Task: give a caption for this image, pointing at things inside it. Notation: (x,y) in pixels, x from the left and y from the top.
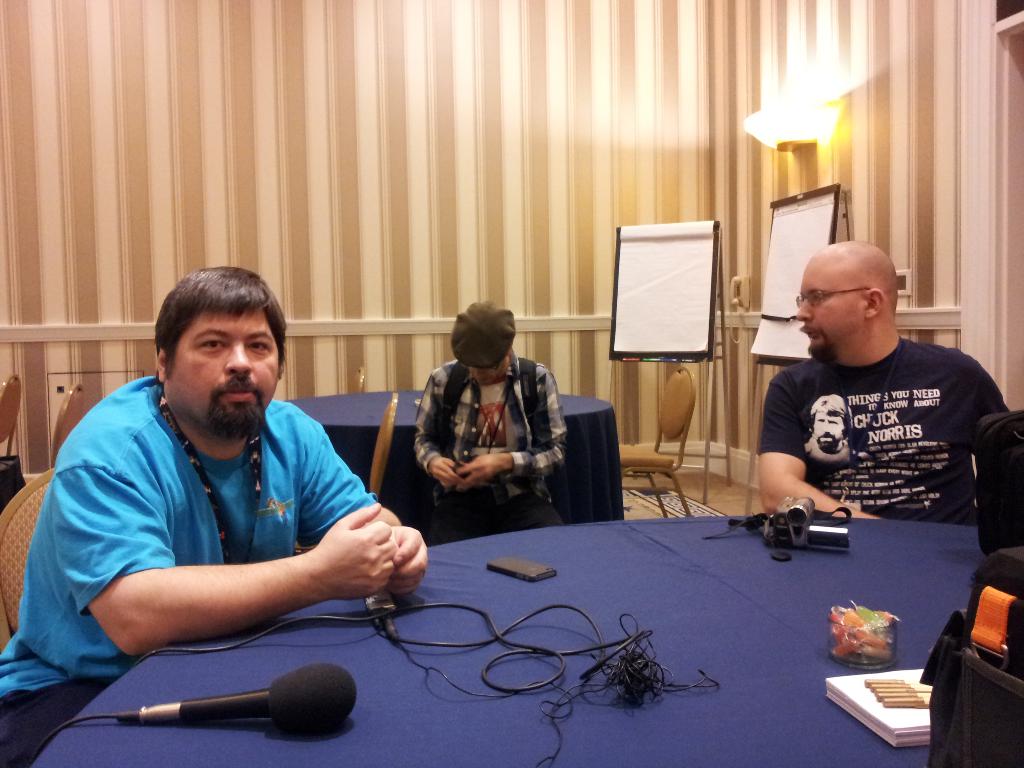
In this picture there are three people (439,401) sitting on a blue table (728,564), in the background (688,350) we observe a white notice boards (690,328) and a designed wall (219,122).
